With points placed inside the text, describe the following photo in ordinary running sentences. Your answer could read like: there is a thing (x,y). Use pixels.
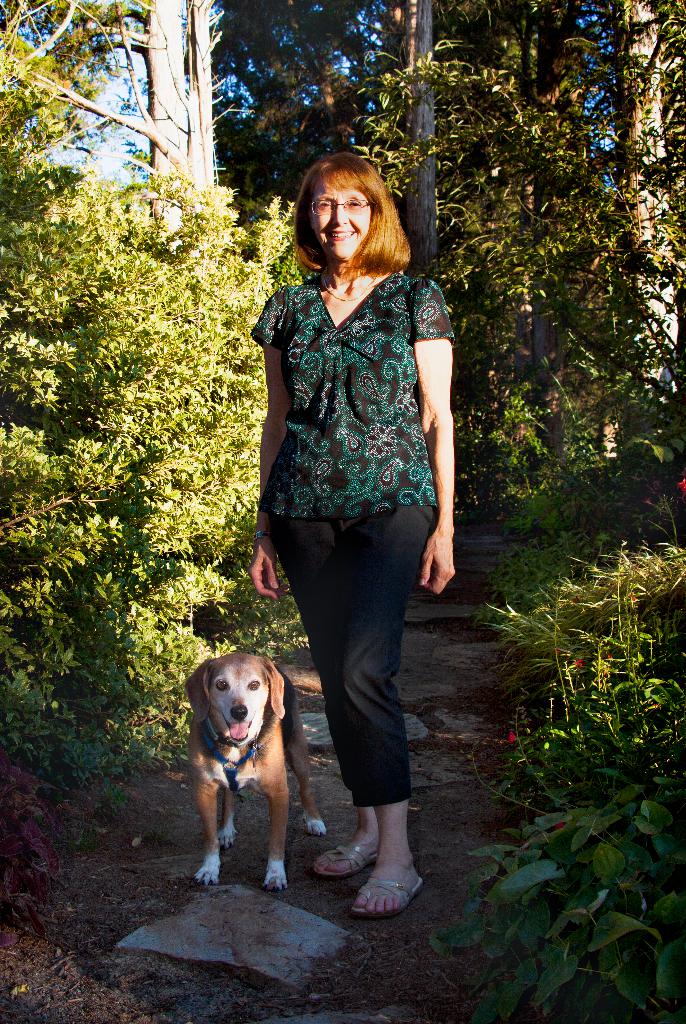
In this image, we can see a lady (382,216) wearing spectacles (364,201) is standing. We can see a dog (236,664) and the ground (291,931). We can see some plants (137,261), trees (146,39) and the sky (144,76).
